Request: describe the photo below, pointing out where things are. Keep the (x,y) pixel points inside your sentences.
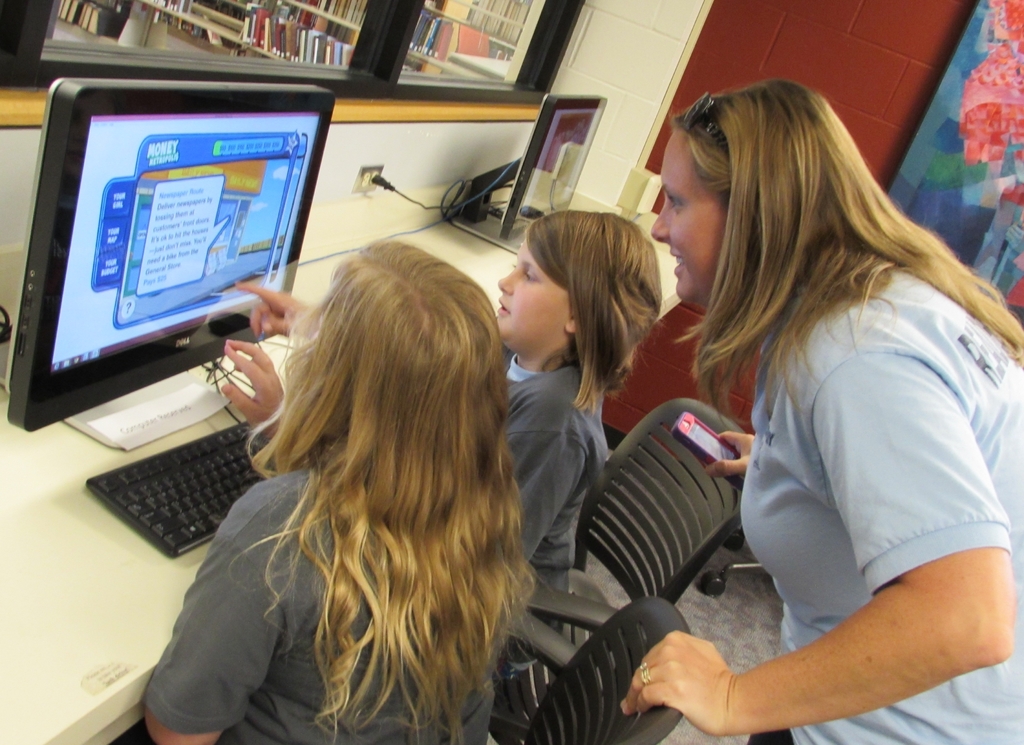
In this picture we can see a woman (816,614) is standing on the floor (692,733) and two other persons (480,582) sitting on chairs (513,642). In front of the people (514,528) there is a desk (98,596) and on the desk (110,593) there is a keyboard (172,492), monitors (225,214) and cables (464,204). At the top of the image (102,6), there is a transparent material (309,60) and there are books (303,20) in the shelves (342,18). Behind the people (720,233) there is a wall (906,73) and an object (958,80).
